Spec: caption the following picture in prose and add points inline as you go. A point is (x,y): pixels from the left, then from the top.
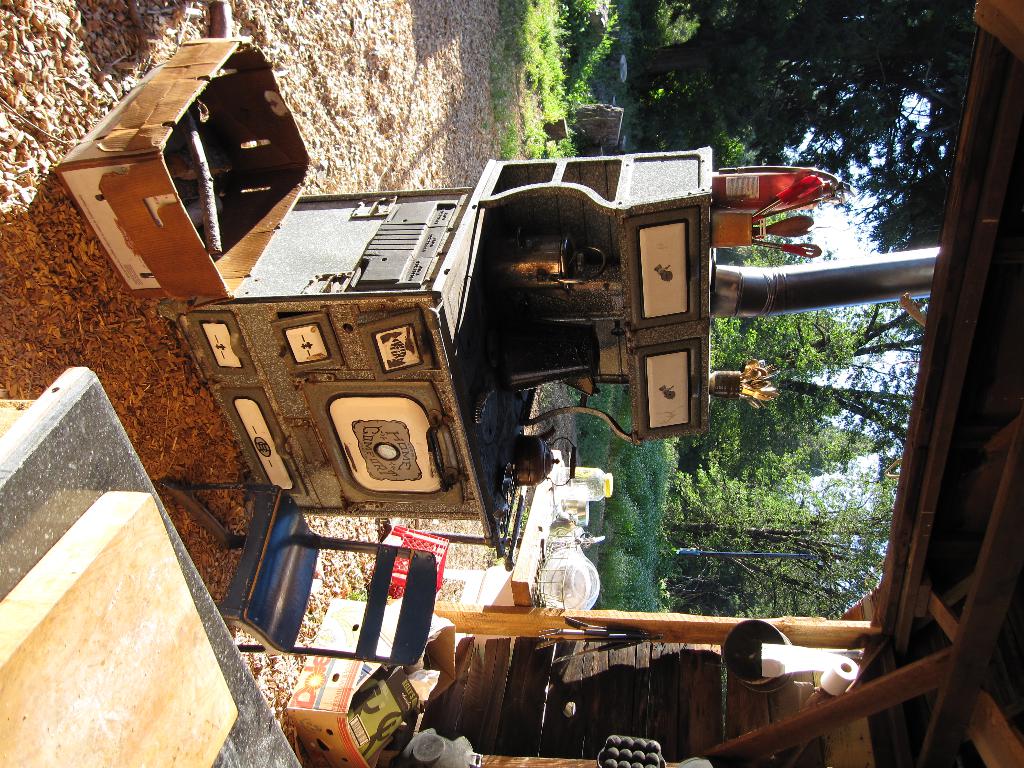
In this image, we can see stove (416,387), carton boxes (332,619), chair (262,562), marble (167,524), board (154,586) and shed (872,695). Here there is a tissue roll (834,689) and few objects (437,748). Background (866,518) we can see trees (716,122), plants (556,13) and sky (858,469). On the right side of the image (808,300), we can see a pipe (783,306).
